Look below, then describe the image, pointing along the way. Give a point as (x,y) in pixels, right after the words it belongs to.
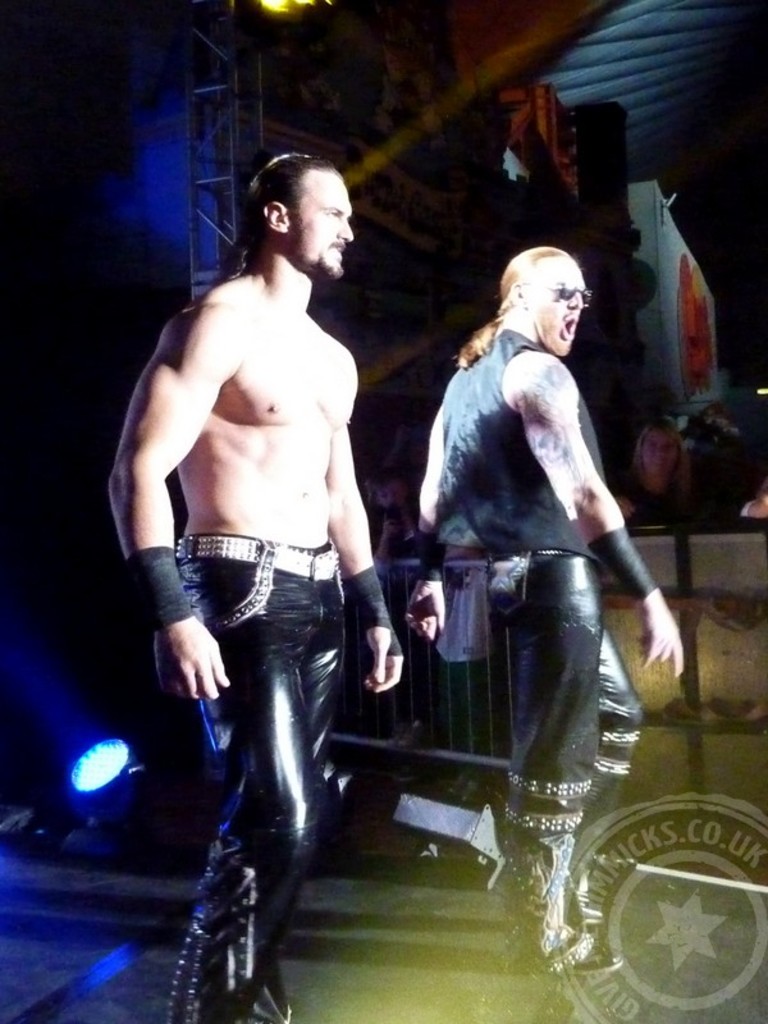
In this image I can see two people (473,544) are standing and wearing black dresses (266,829). Back I can see the light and dark background (360,78).
